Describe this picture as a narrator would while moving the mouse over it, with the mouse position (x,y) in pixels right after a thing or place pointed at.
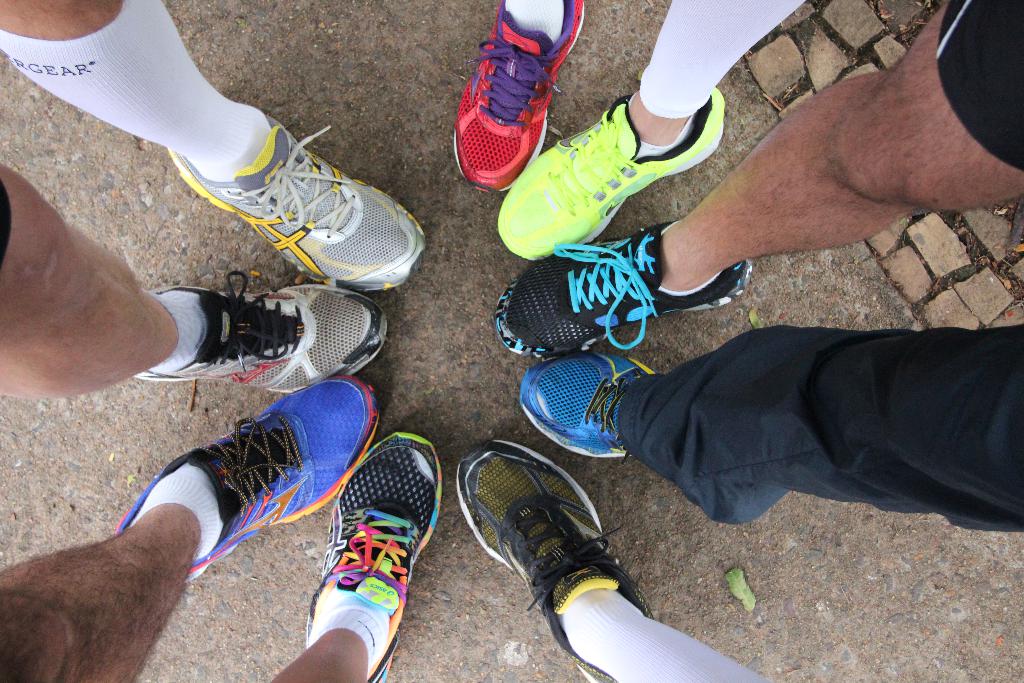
In this image we can see some group of persons legs (146,559) who wore different colors of shoes (322,384) and socks (199,486).
